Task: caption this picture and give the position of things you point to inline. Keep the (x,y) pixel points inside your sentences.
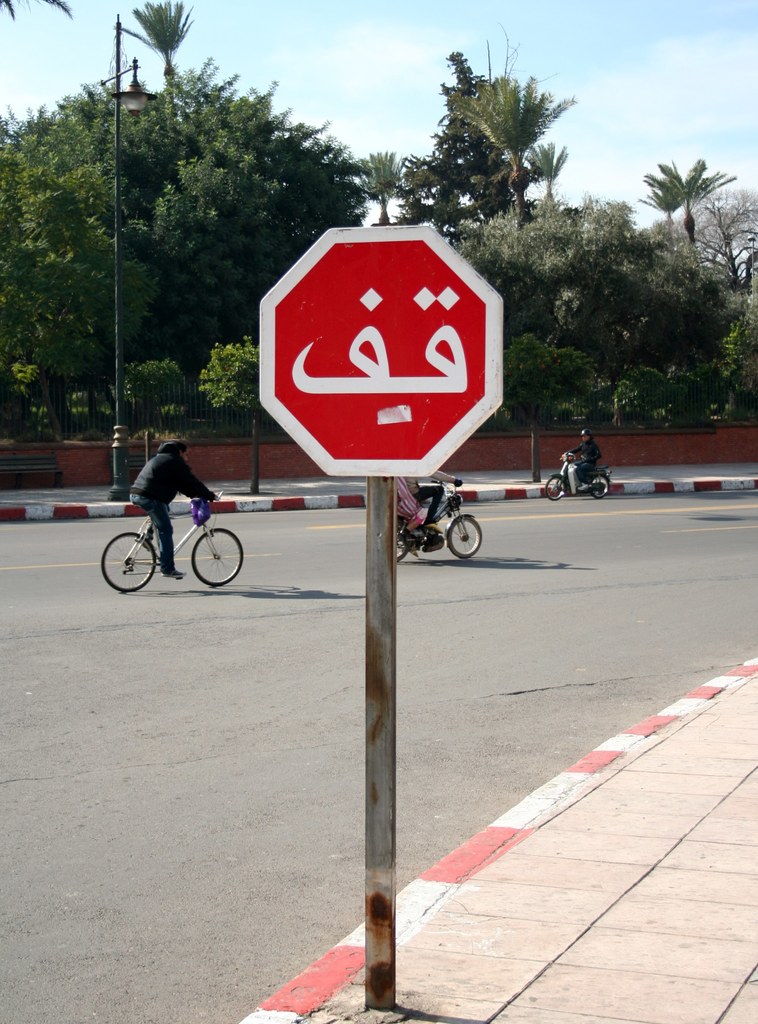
In this image I can see a board (446,457), light poles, three persons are riding bikes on the road (533,592), fence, trees (508,207) and the sky (291,2). This image is taken may be during a day.
